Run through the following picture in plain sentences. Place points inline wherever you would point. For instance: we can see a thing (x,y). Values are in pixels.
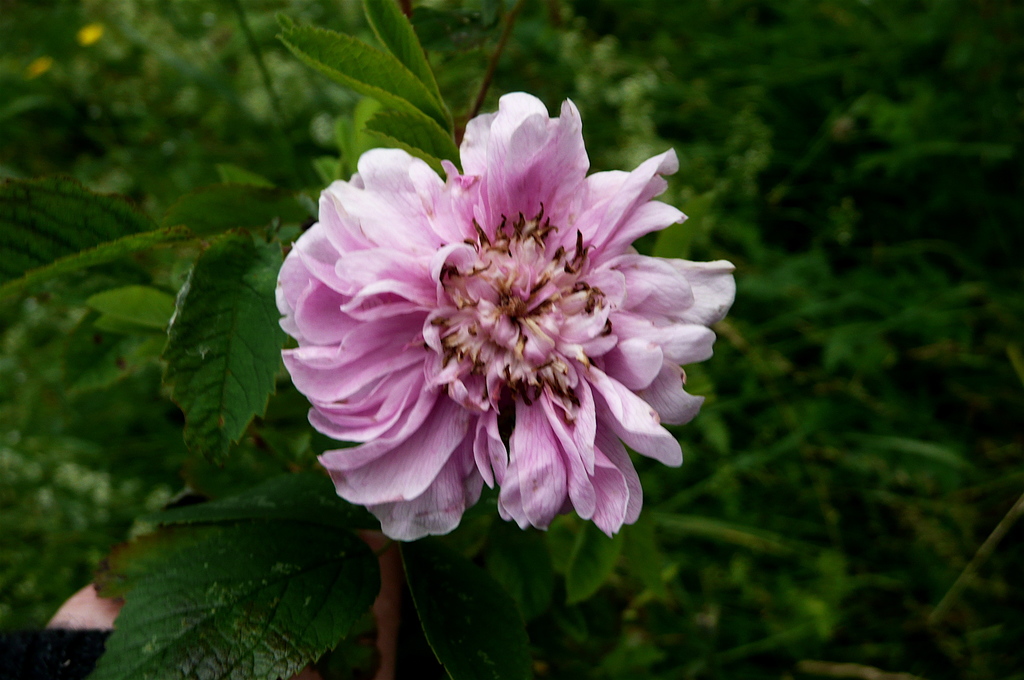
It is a beautiful flower (536,400), there are leaves (273,548) of this plant (259,554).
